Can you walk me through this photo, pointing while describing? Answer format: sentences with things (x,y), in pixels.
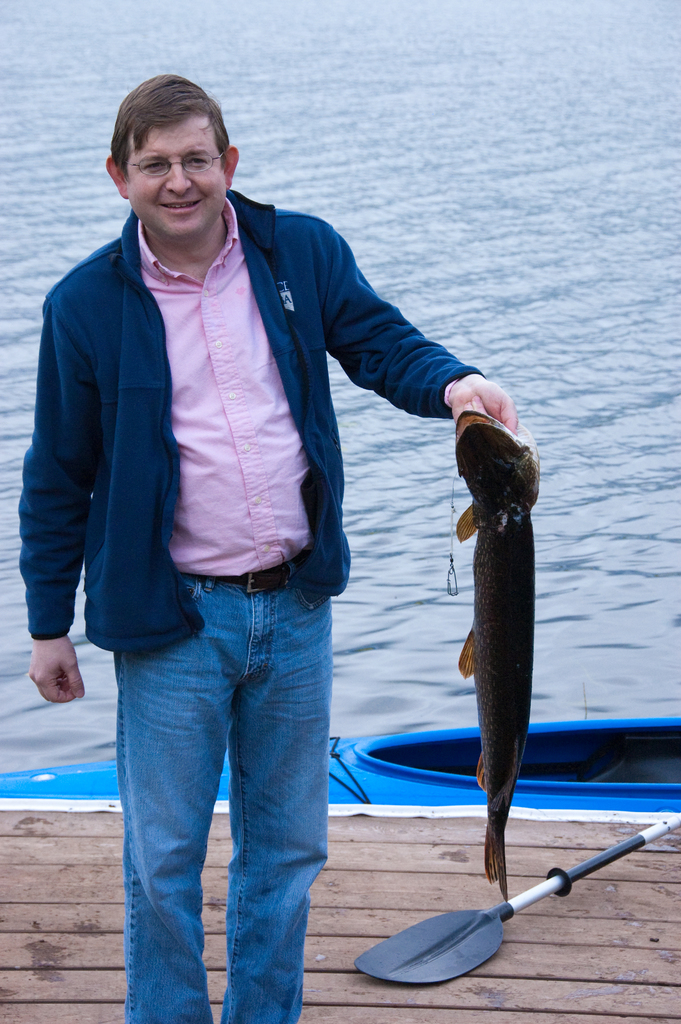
A man (85,407) is standing, he wore a blue color sweater (88,443) and holding a fish (518,605) with his left hand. behind him it is water (593,270).
